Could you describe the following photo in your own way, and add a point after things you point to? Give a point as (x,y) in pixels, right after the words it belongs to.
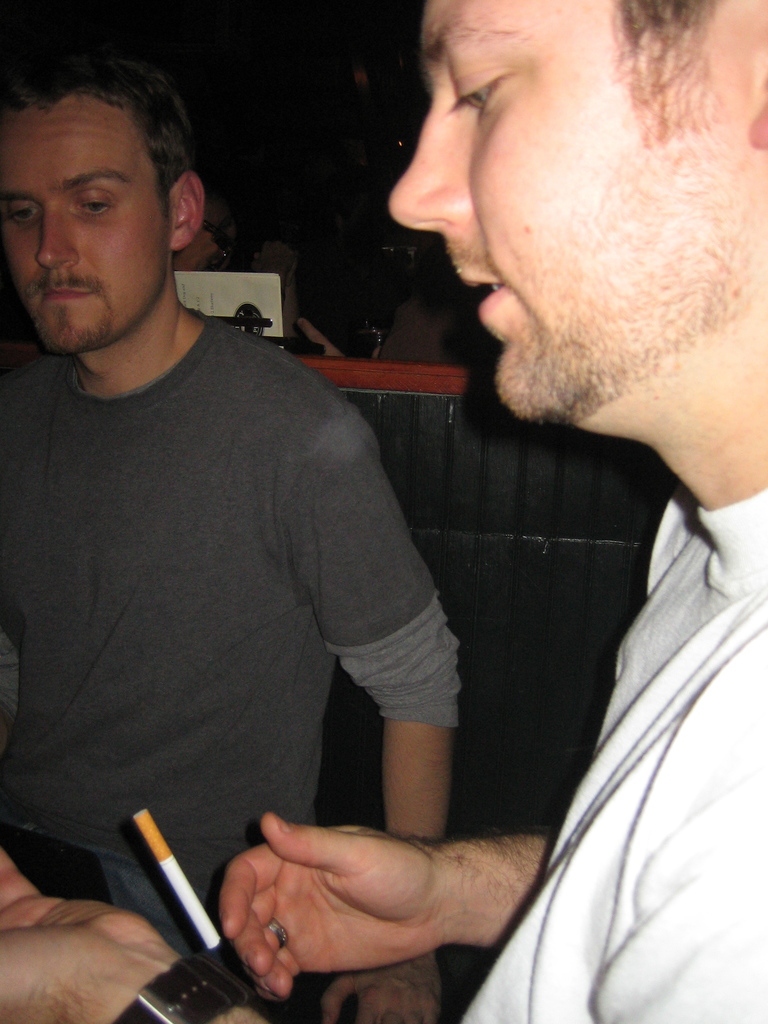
In this image I can see a person (657,808) wearing white colored shirt (693,746) and black colored watch (212,992) and another person (248,615) wearing black colored t shirt (157,549). I can see a cigarette (206,917) and the black colored background (270,76).
